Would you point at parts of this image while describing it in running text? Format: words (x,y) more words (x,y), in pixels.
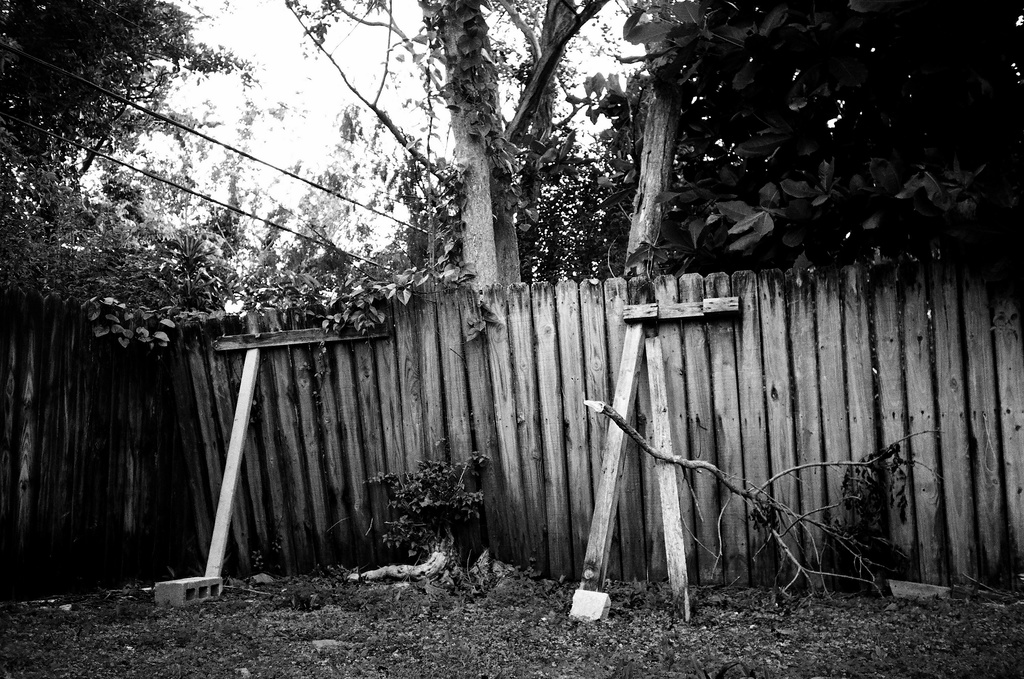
In this image, there is a wooden wall (955,418), there are some trees (476,134) and there is a sky (326,67).
